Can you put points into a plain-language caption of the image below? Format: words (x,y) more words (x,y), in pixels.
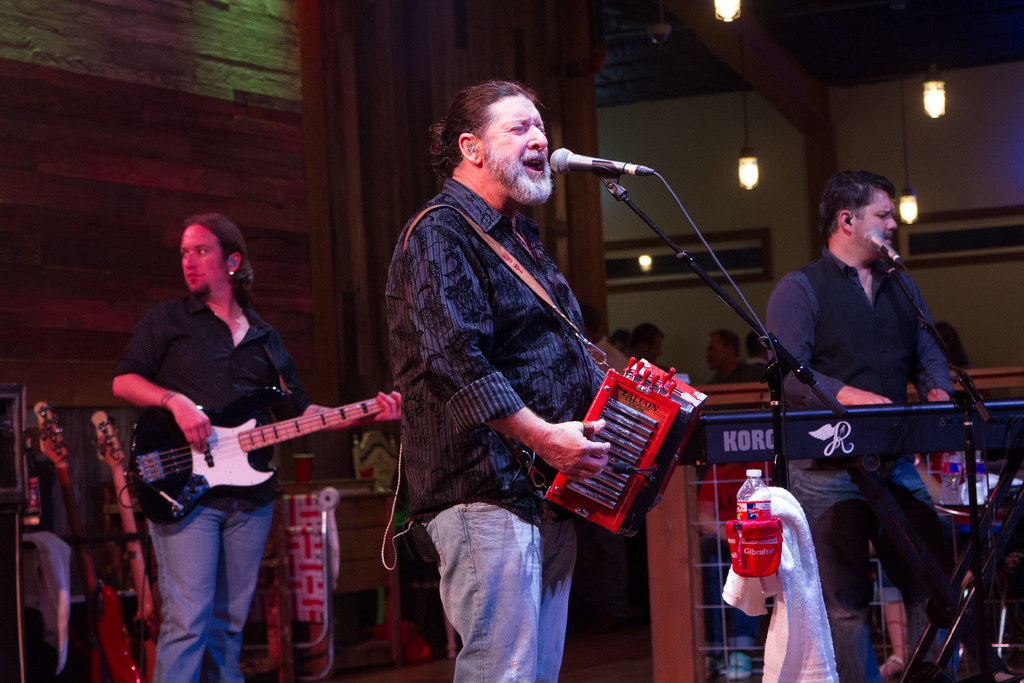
In this image we can see three persons (410,334) playing musical instruments (358,416). There are mics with stands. Also we can see a towel (792,535) and bottle (746,493) on a stand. In the background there are lights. Also there are few other musical instruments (54,457). In the background (30,431) there is a wall (898,122).
